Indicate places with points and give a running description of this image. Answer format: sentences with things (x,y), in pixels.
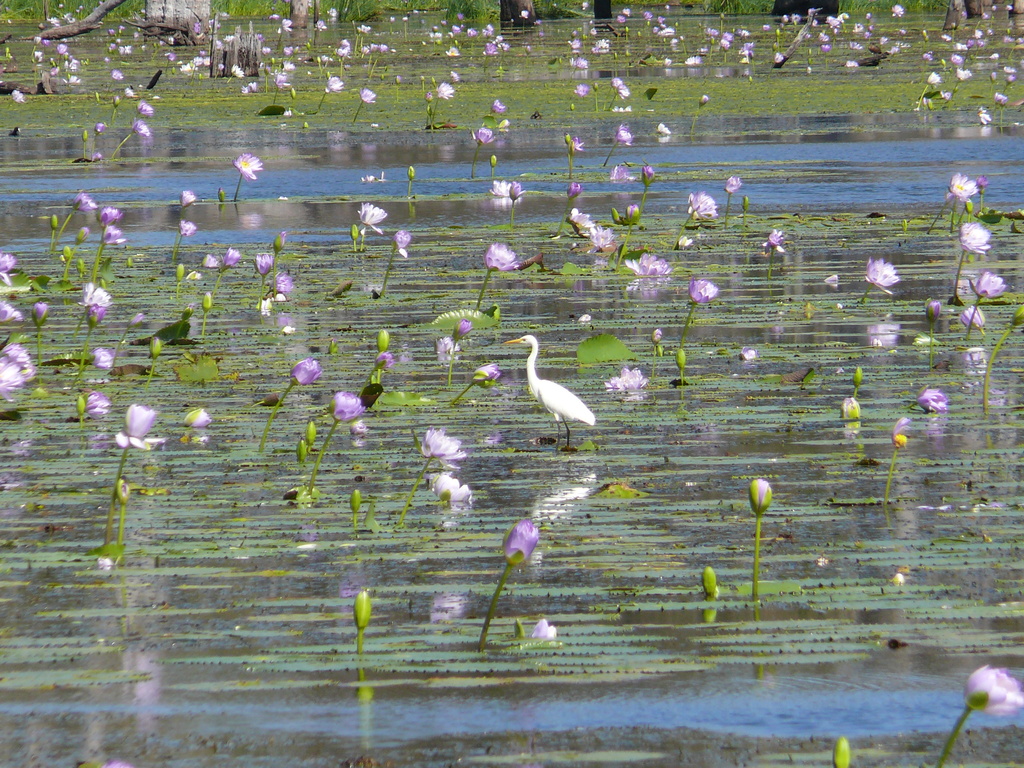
In the picture I can see the lotus flowers (627,262) in the water (520,511) and I can see the algae (481,510) floating on the water (592,504). I can see a crane bird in the water (466,376) and it is in the middle of the picture (591,422).
